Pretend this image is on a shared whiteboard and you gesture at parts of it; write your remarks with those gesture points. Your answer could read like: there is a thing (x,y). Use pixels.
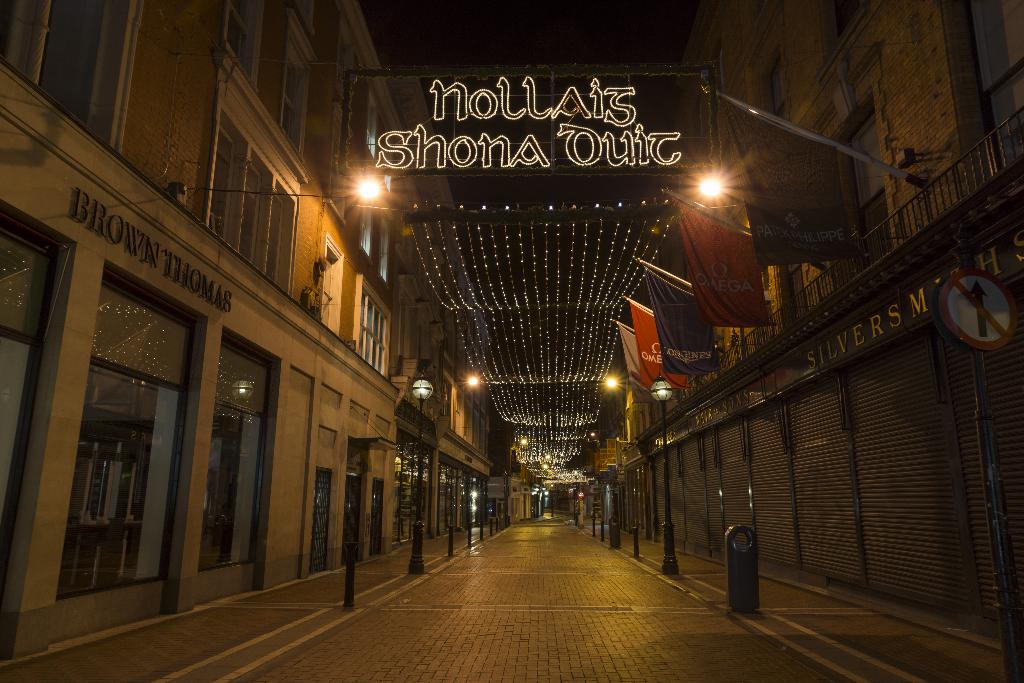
This is clicked in a street (867,660), there is road (327,664) in the middle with buildings (914,580) on either side and lights (492,292) hanging in the middle (582,318).
